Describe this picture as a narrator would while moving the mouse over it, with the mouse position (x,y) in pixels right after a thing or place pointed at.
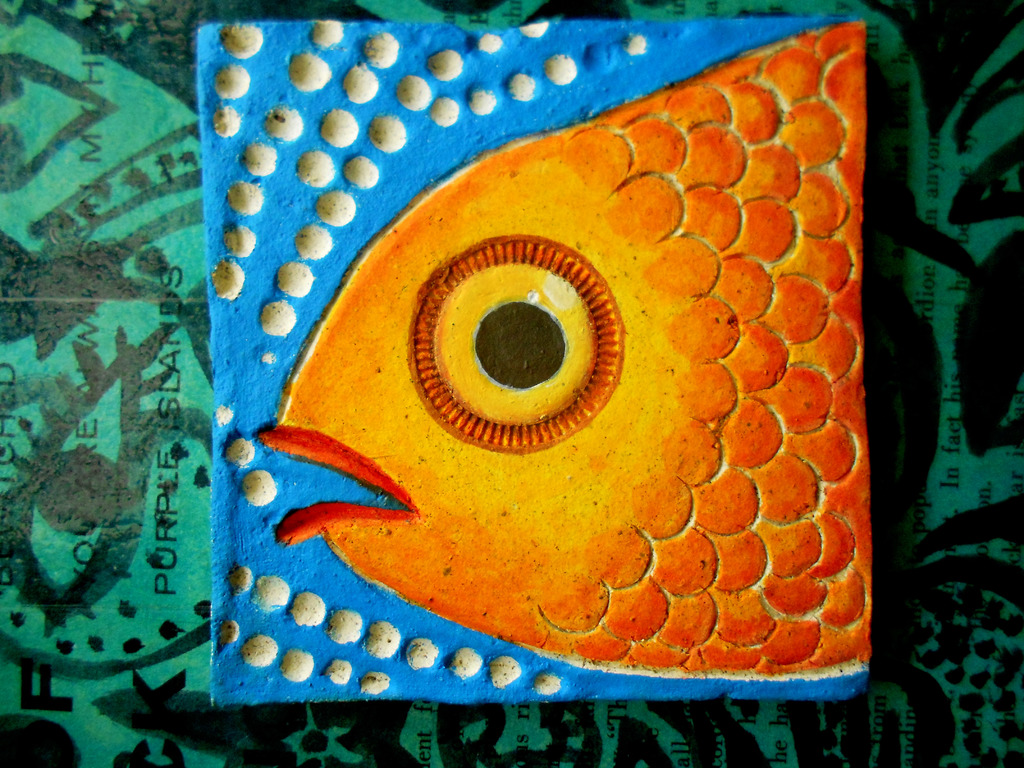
In this picture there is a painting (698,183) of a fish (764,153) and water (760,23). At the bottom (27,562) there is a painting (178,166) and there is a text (159,520).
